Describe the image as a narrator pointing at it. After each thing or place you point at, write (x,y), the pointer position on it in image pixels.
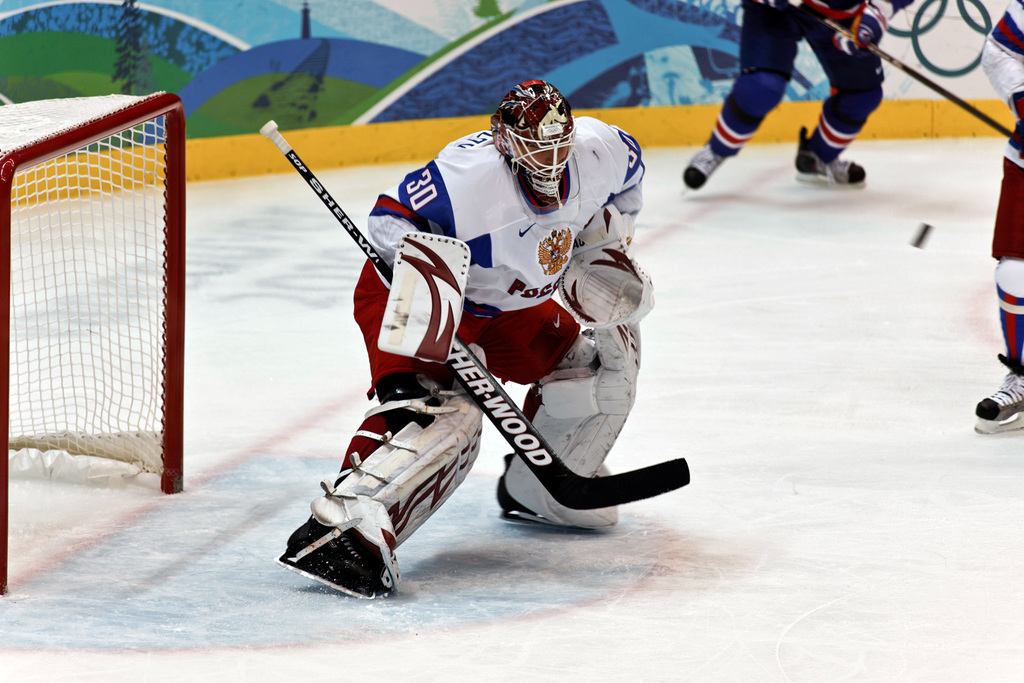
In the center of the image (594,421) we can see a few people (1023,370) are playing ice hockey and they are in different costumes (492,265). Among them, two persons (556,382) are holding bats (451,342) and one person (554,386) is wearing a helmet (543,127). On the left side of the image (124,353) there is a goal post (154,350). In the background (300,85) there is a wall (473,68). And we can see some design (589,54) on the wall (329,42).
